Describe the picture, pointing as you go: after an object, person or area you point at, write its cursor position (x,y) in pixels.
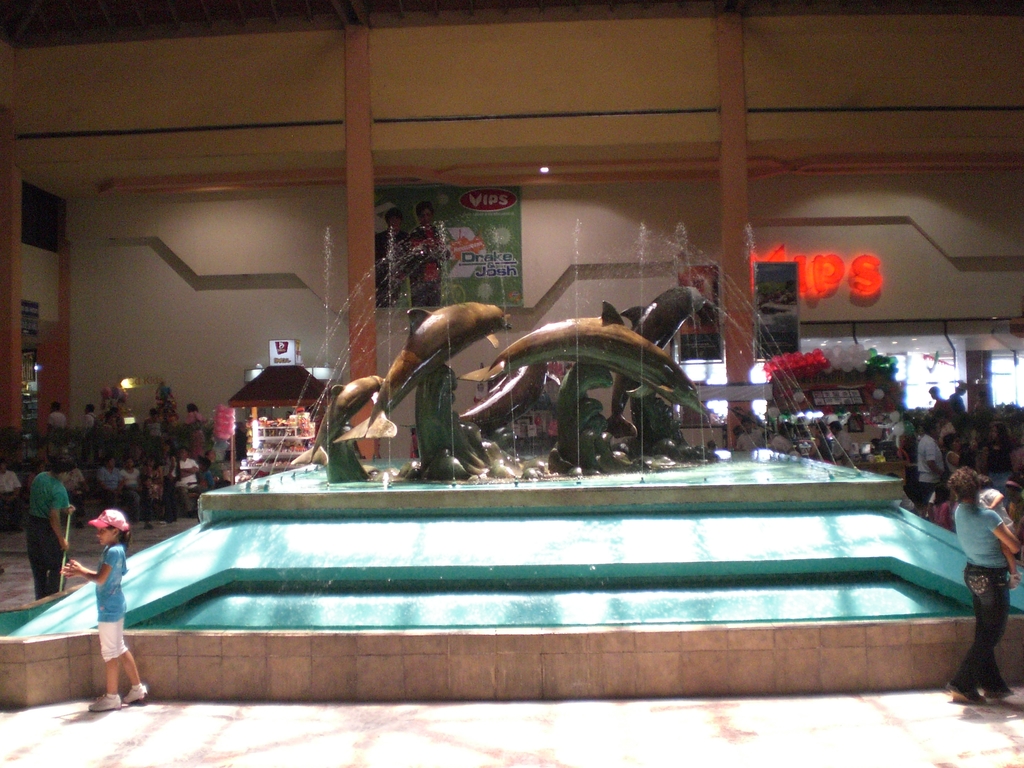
This image is taken indoors. At the bottom of the image (184,746) there is a floor (828,716). In the background (238,283) there is a wall (825,241) with a text (841,265) on it and there is a board (472,243) with a text (472,243) on it. There are two pillars (735,262). There is a stall (262,443) with a few things (285,421) in it. Many people (147,470) are standing on the floor (85,528) and a few (52,479) are walking. In the middle of the image (660,507) there is a fountain (488,485) with a few artificial dolphins (540,375).
